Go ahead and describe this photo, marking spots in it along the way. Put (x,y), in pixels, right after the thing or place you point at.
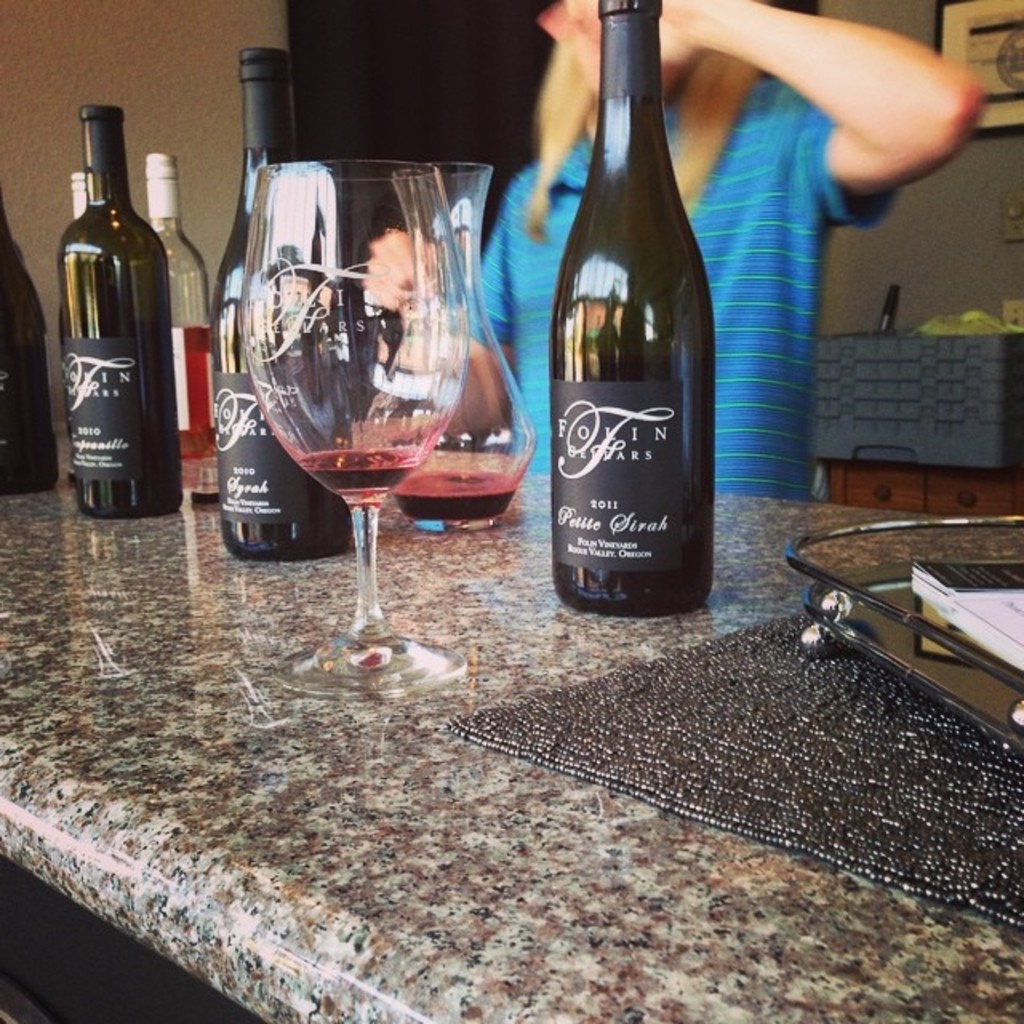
In this image there is a person (769,287) standing behind the table (367,760). There are bottles (102,328), glasses (433,276) on the table (699,903). There is a frame (1001,66) on the wall (950,229).
